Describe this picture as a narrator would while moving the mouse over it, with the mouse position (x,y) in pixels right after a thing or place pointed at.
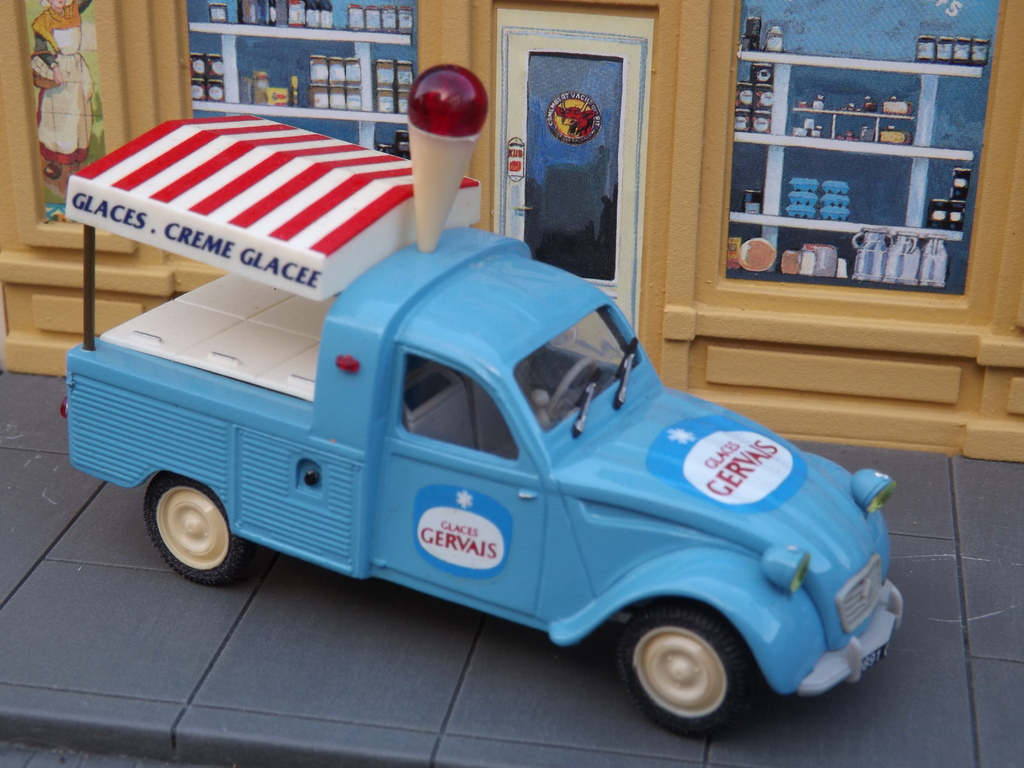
In this image there is a vehicle (542,498) which is blue in colour in the center (454,473) and behind the vehicle (443,432) there is a door (611,124) and there are objects (314,21) and on the vehicle (427,254) there is a model (444,186) in the shape of ice cream (447,147) which is in red and cream in colour.
